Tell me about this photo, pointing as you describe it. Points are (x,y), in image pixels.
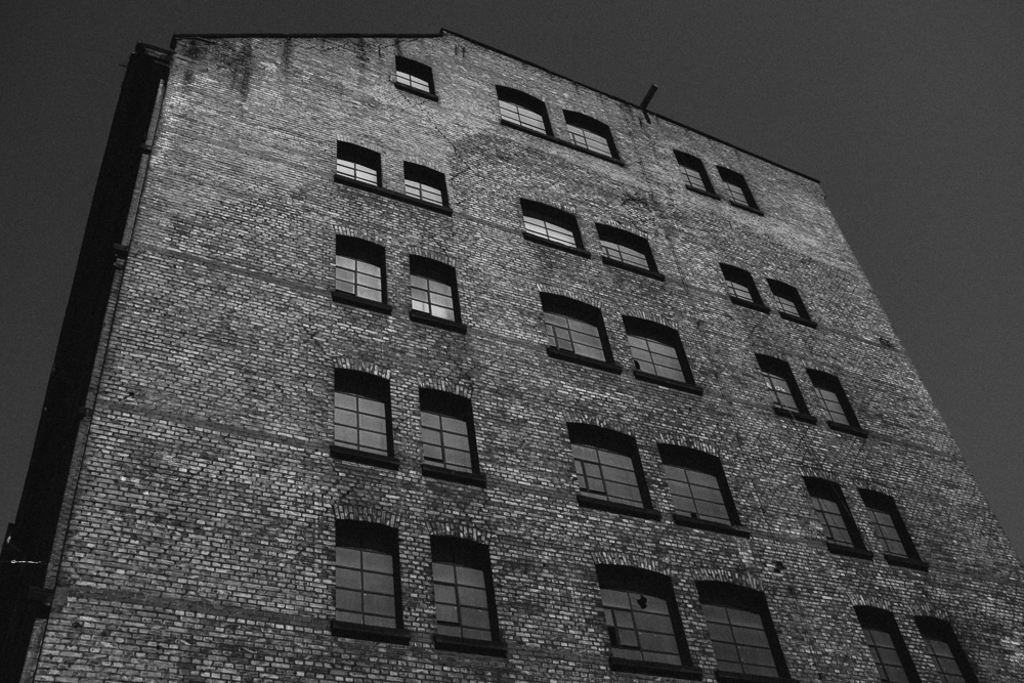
In this picture I can see the building (576,187). On the building (437,334) I can see many windows (601,470). In the top right (795,78) I can see the sky (962,132).
